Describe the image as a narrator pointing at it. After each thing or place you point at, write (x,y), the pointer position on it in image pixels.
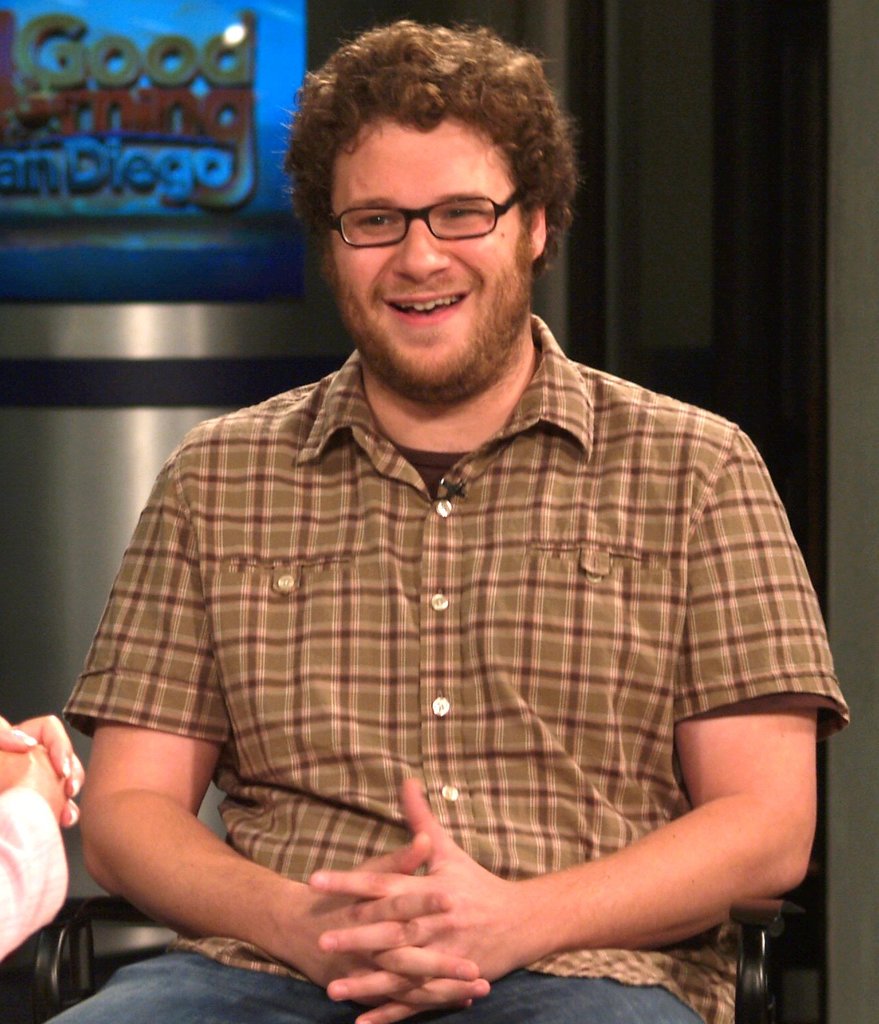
In the center of the image (324,525) there is a person (500,687) sitting on the chair (747,952). In the background (23,53) we can see screen (64,76) and wall (670,74).
